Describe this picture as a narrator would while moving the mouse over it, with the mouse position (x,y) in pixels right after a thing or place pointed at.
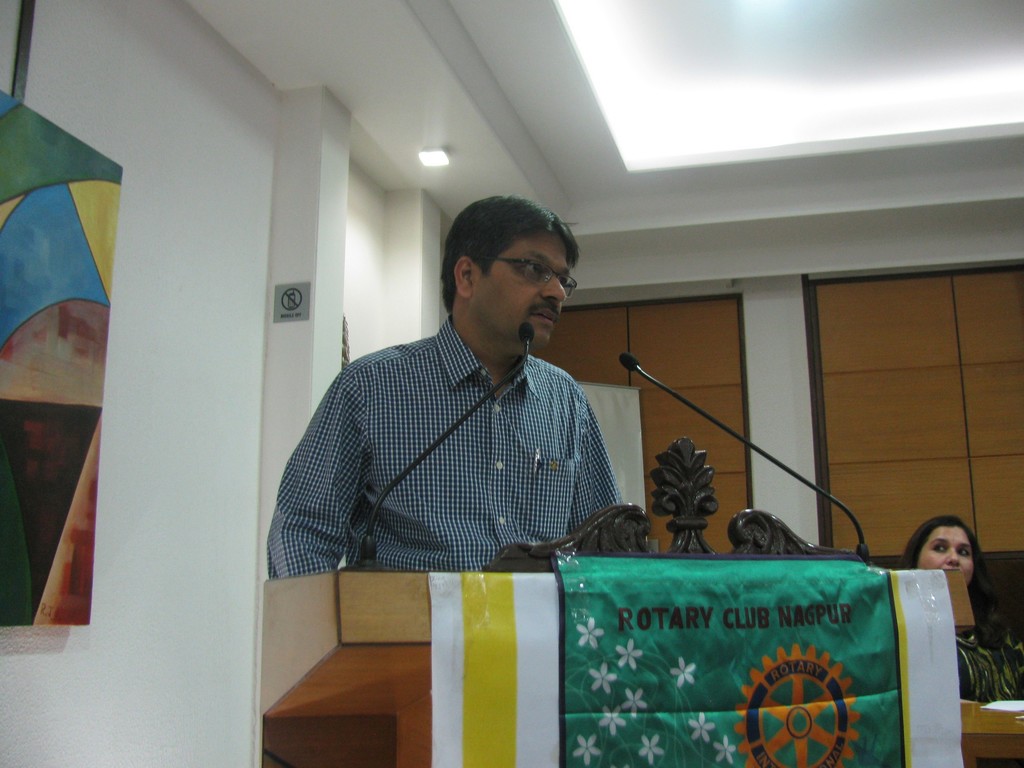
In this image we can see a man (499,366) wearing specs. In front of him there is a podium (374,618) with mics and banner (624,555) with text (736,613) and logo (762,726). There is a lady (983,686) sitting. There is a wall (140,283) with photo frames (94,180). On the ceiling (539,153) there are lights (700,117).
